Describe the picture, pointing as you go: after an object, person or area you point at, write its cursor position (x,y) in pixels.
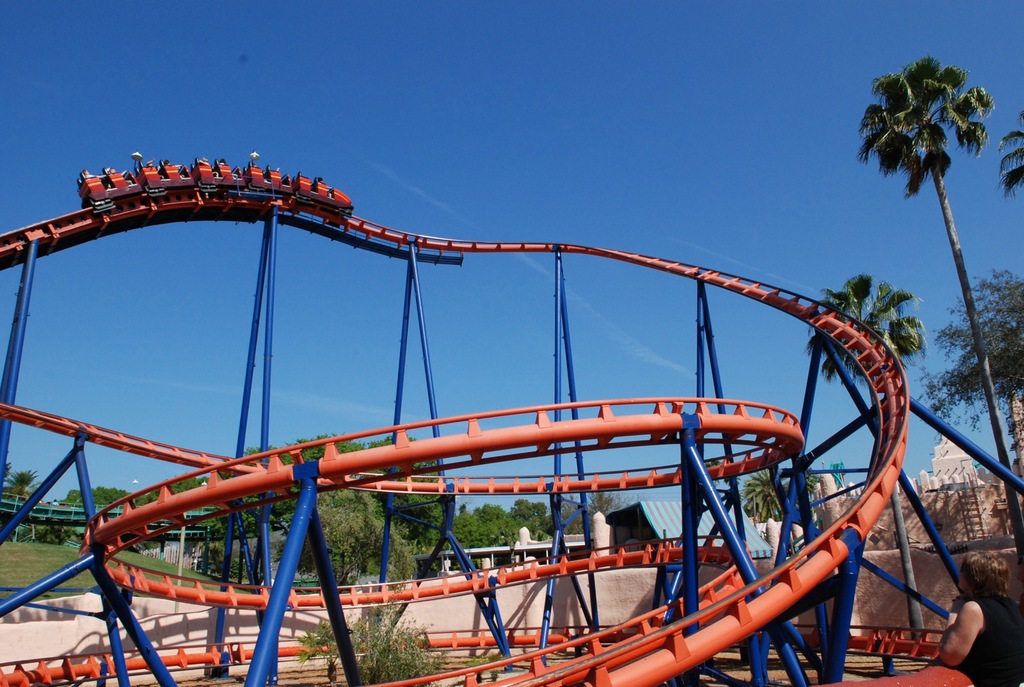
In this image, we can see a roller coaster (92,539). We can see some tracks (153,588). There are a few people (987,576). We can see some poles (781,618) and white colored objects (548,553). We can also see some tents (664,524). We can see a house (972,472) and a ladder (975,505). There are a few trees (943,165). We can see the sky (11,464).
